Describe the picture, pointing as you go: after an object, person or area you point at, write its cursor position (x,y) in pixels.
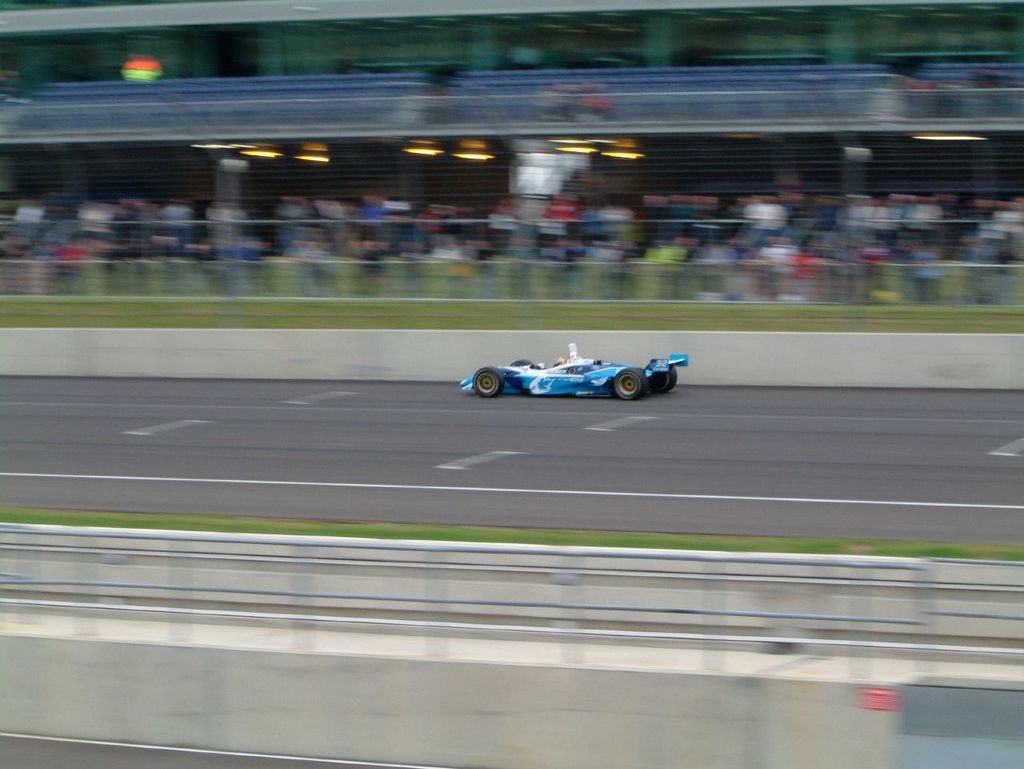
In the picture we can see a racing, road (666,523) with a car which is blue in color and behind it, we can see a railing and behind it, we can see audience (329,212) sitting under the shed (768,178) with some lights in it.
